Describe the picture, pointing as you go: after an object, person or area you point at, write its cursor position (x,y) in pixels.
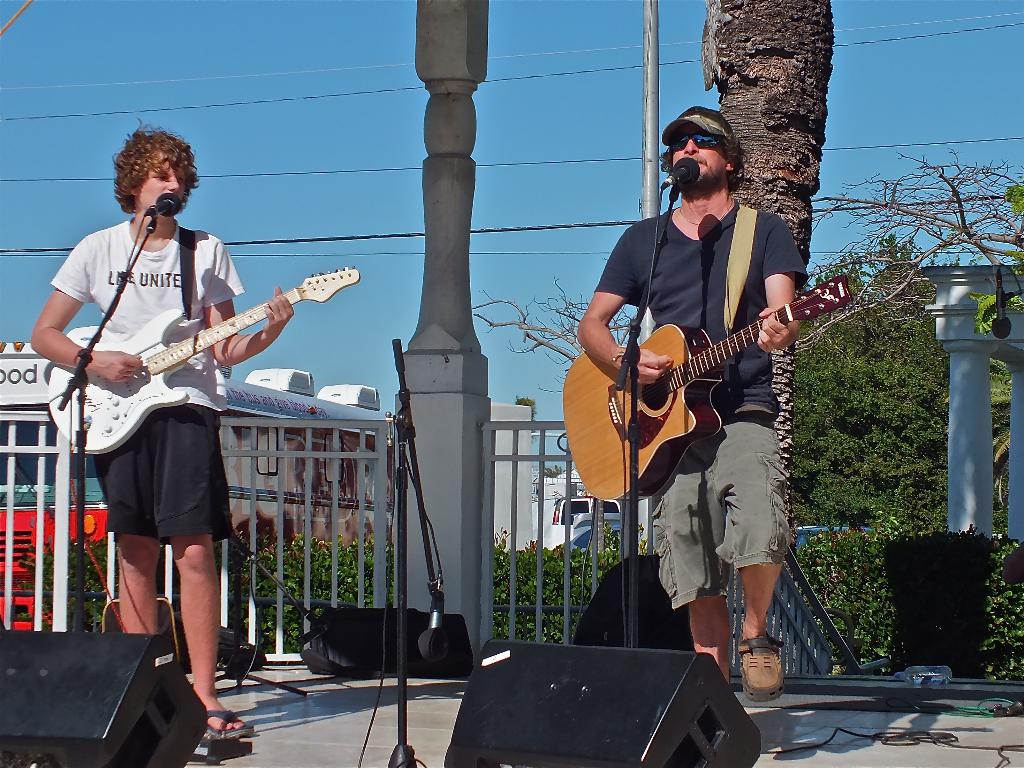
These two person (97,290) standing and holding guitar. This person (694,273) wear cap (673,123). There is a microphone (679,177) with stand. On the background (462,72) we can see pillar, sky (347,156), trees (860,405). This is floor (895,722). We can see cable (904,735). On the background (293,490) we can see vehicle (332,483).
